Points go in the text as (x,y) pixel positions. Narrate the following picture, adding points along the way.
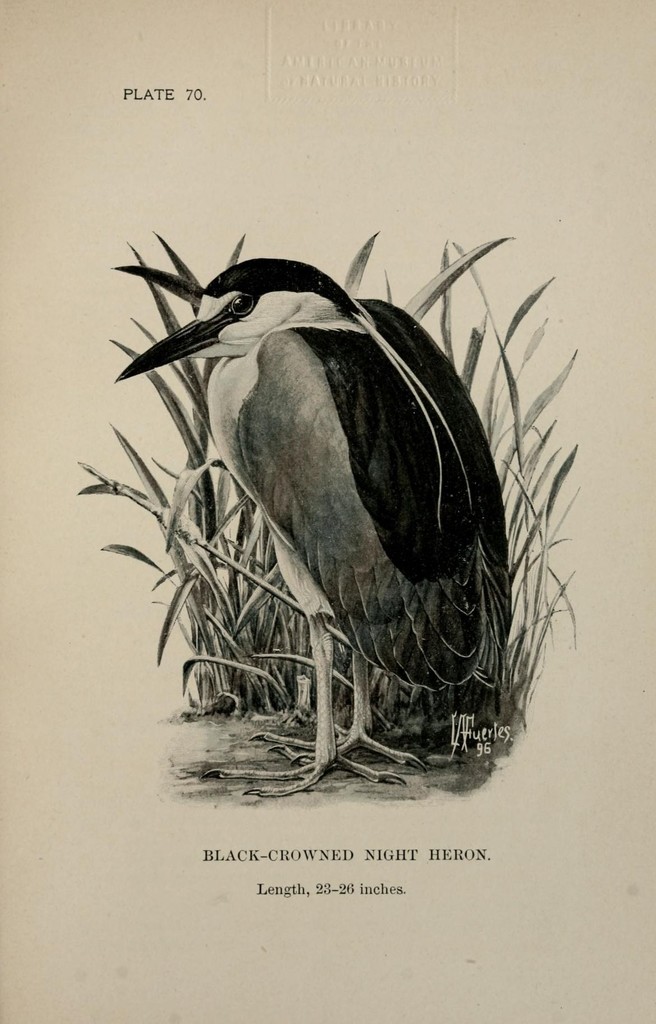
This is an animated image in this image, in the foreground (307,453) there is one bird (313,541). In the background (212,533) there are some plants (540,476).
